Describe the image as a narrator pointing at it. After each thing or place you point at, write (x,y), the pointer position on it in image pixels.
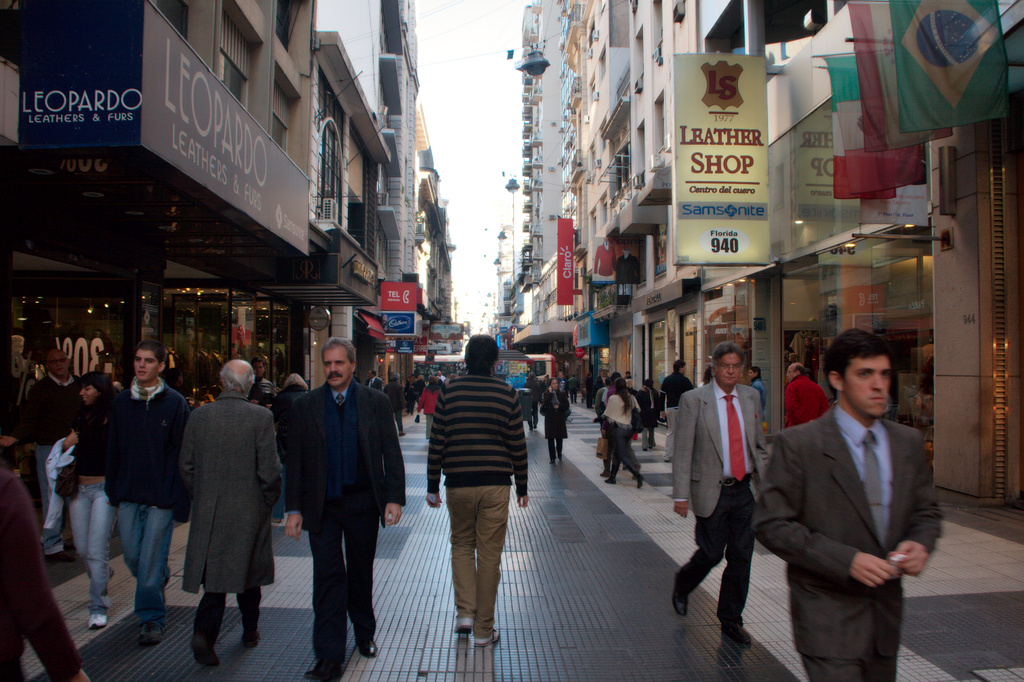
In this picture I can see many peoples (335,482) who are walking on the street (670,497). On the right (771,372) and left side (174,257) I can see the buildings (216,257), posters (713,168), banners (696,168) and flags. At the top (477,67) I can see the sky (449,44).
